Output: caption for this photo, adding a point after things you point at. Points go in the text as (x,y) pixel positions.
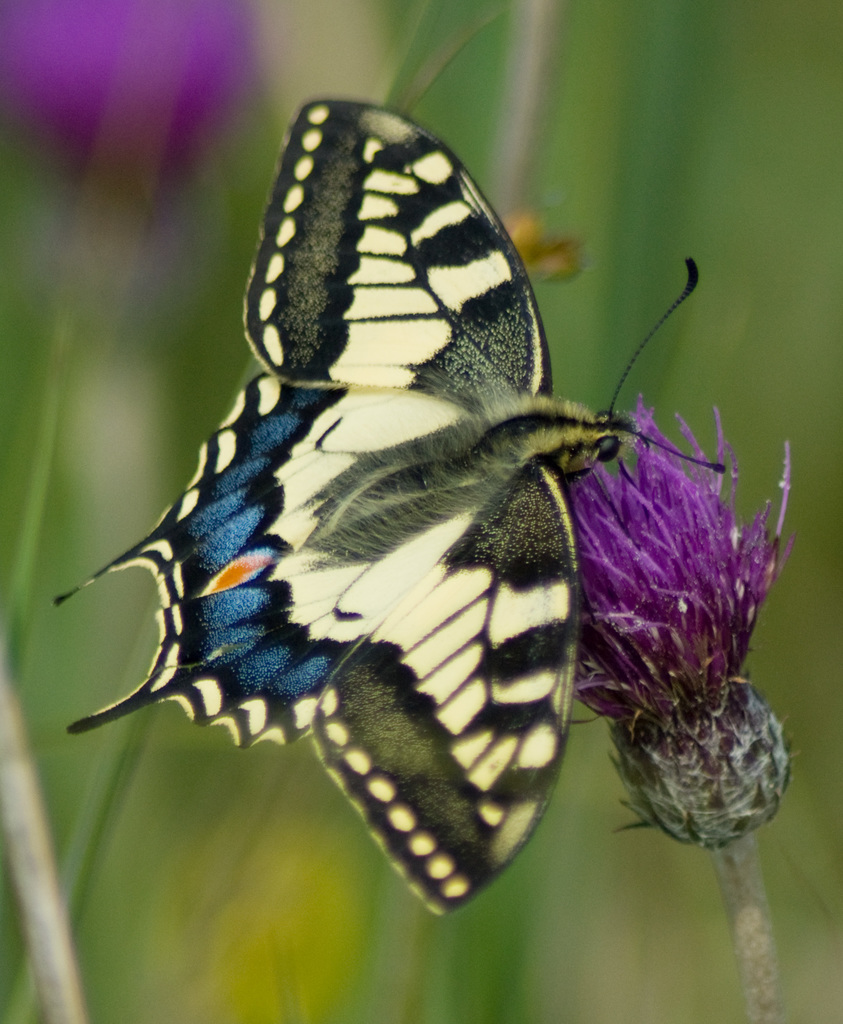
In this image there is a butterfly (456,554) on the flower (727,526). Around the butterfly (441,549) there are flowers (667,776) and stems (25,785) of plants (60,954). Background of the image (16,580) is blur.
